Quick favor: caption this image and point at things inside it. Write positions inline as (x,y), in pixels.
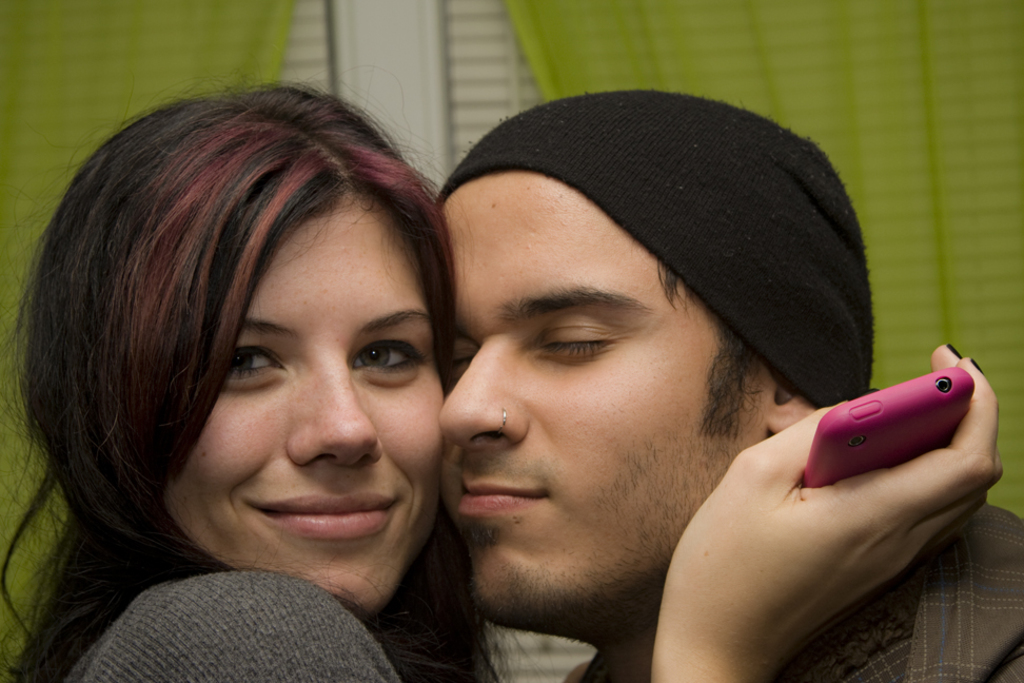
In this picture we can see one girl (283,403) and one boy (444,447) girl (798,529) is holding a mobile phone (898,435) back side we can see green color cloth (934,147).
